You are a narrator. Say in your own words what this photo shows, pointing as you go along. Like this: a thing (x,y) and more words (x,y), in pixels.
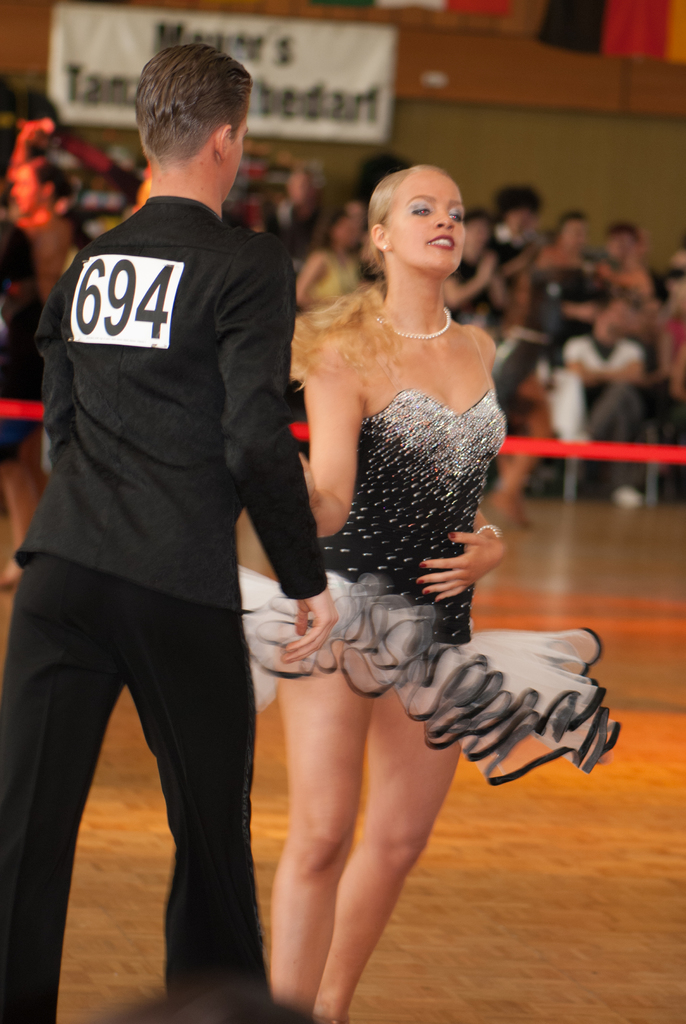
Here we can see a woman (346,639) and a person (204,473) are in motion on the floor (488,986). In the background (42,180) there are few people (333,216) standing and few people (517,398) sitting on the chairs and we can also see a banner (79,62) on the wall (19,31).
